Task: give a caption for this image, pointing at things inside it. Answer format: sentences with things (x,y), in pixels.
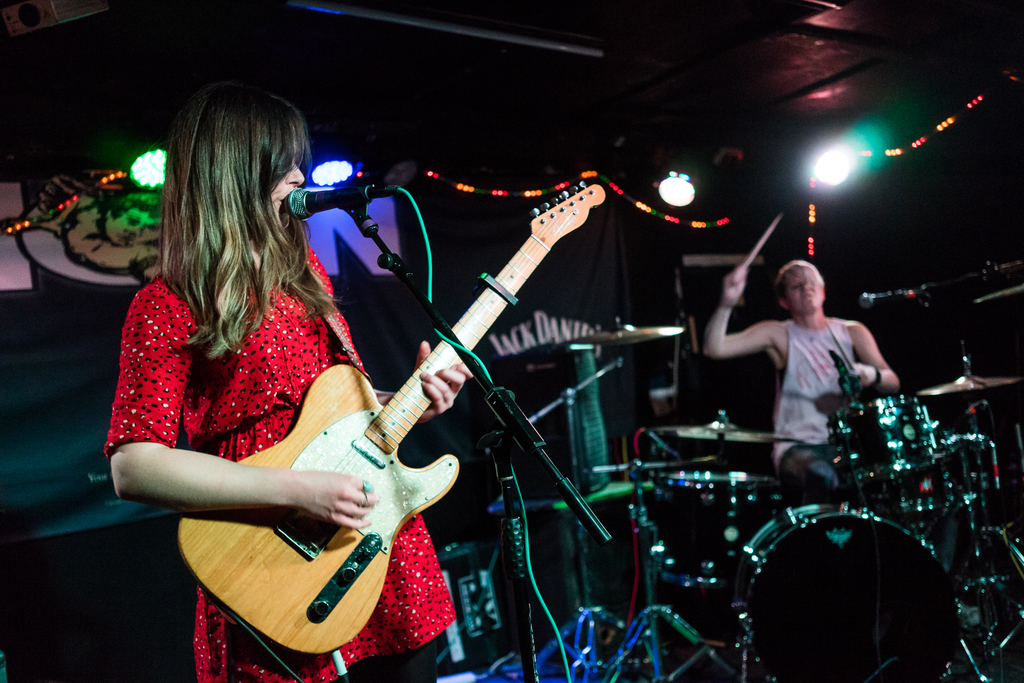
At the top (158,159) we can see lights (830,164). On the background (591,312) we can see a banner (566,317). Here we can see a man (800,387) sitting on a chair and playing drums (866,481). We can see a woman (308,296) standing in front of a mike (296,208) and playing guitar (349,422).
